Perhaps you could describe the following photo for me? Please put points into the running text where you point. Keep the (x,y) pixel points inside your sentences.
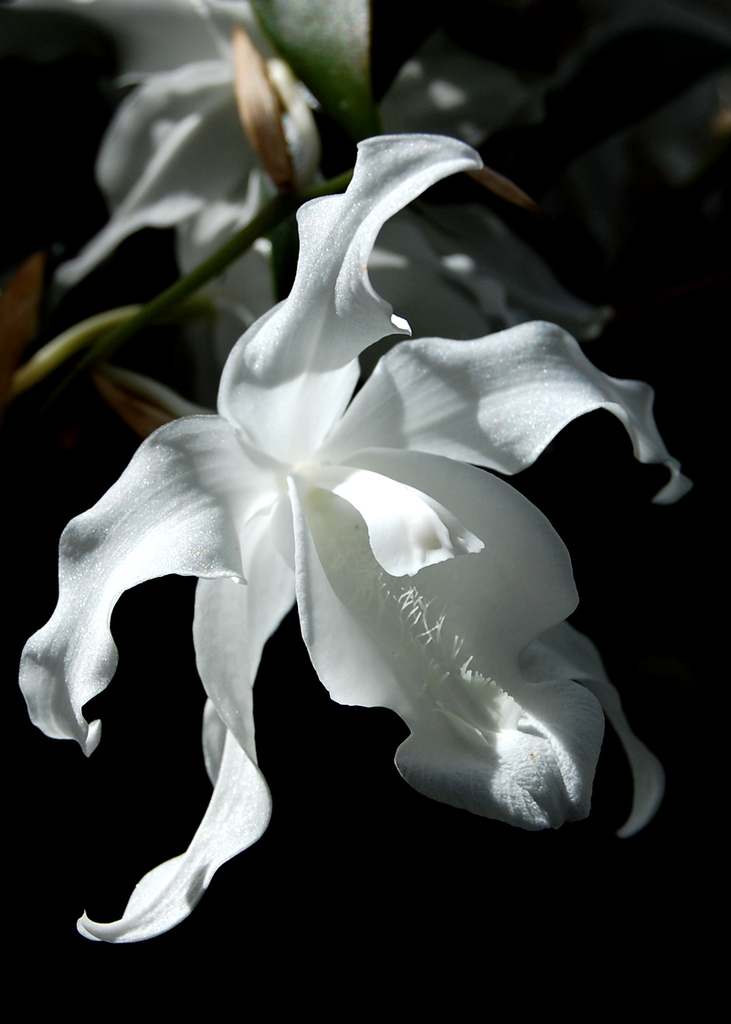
In the image in the center (366,645) we can see leaves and few white flowers (329,332).
